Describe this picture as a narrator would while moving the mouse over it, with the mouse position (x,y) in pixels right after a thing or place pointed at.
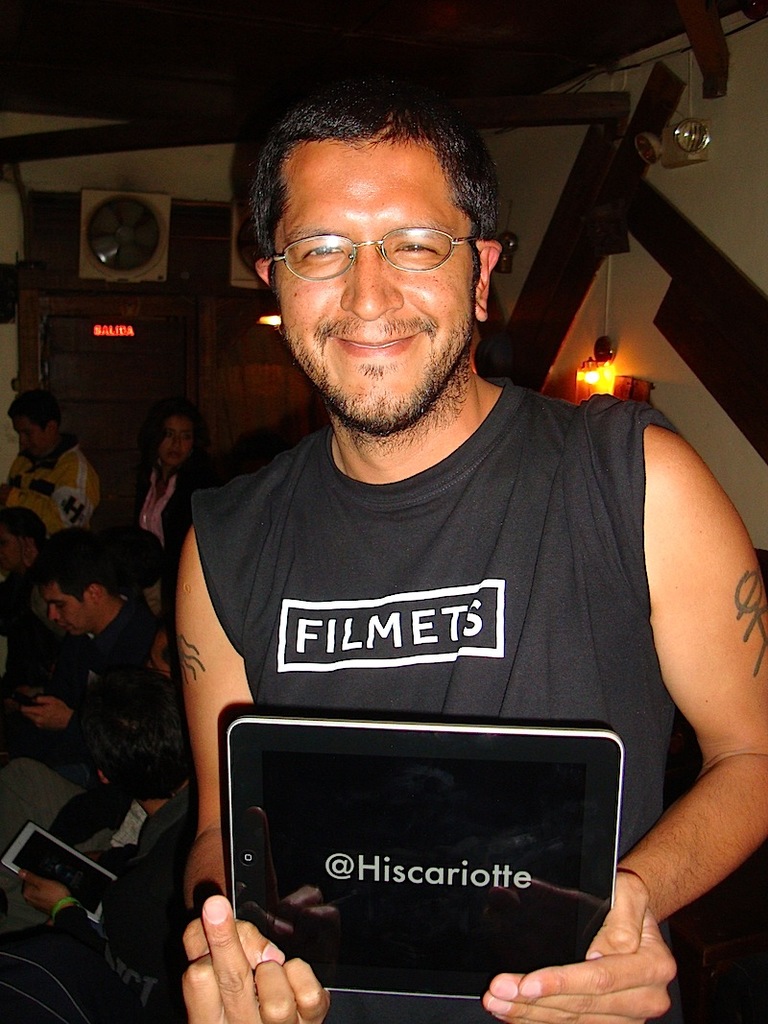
This is the picture of a room (737,220). In this image there is a person (640,843) standing and holding the device (475,909) and there is a text (377,873) on the device (365,893) and there are tattoos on his hands (745,774). At the back (118,777) there are group of people (116,765) sitting and holding the devices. At the top (20,78) there is a wooden roof (255,104). At the back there is a fan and there are lights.
